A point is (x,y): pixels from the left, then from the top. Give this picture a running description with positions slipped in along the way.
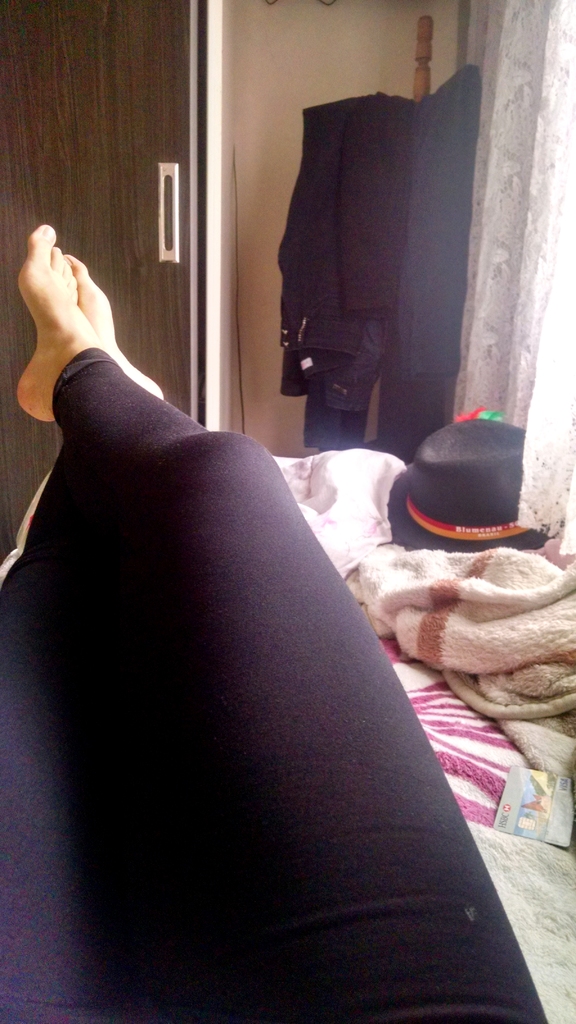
In this picture we can see a person's legs (195,885), on the right side (513,622) there is a bed sheet (499,597) and a cap (461,532), we can see a curtain (510,225) and jeans (374,265) in the background (371,258), on the left side (88,202) there is a door (83,183).
